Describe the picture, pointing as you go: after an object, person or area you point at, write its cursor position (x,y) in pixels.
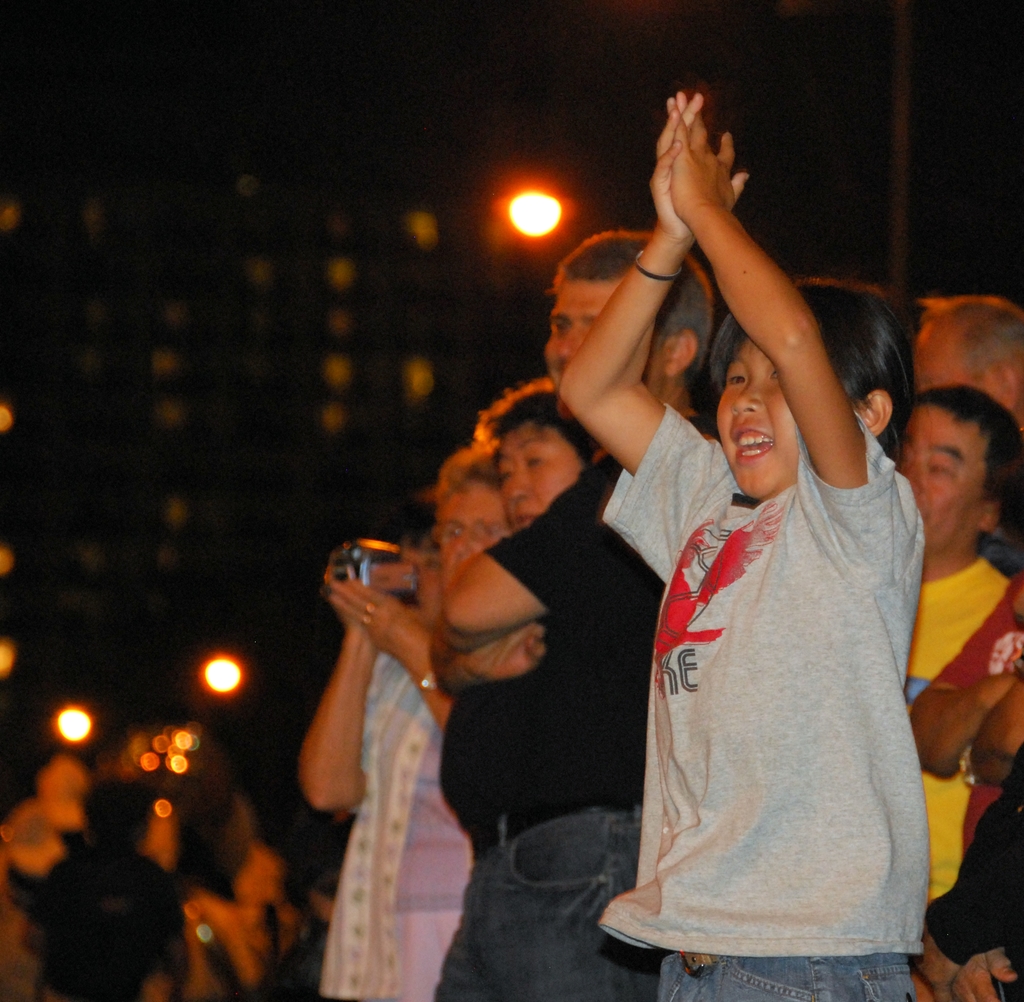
This image consists of so many persons (352,756). There are lights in the middle (431,364).
